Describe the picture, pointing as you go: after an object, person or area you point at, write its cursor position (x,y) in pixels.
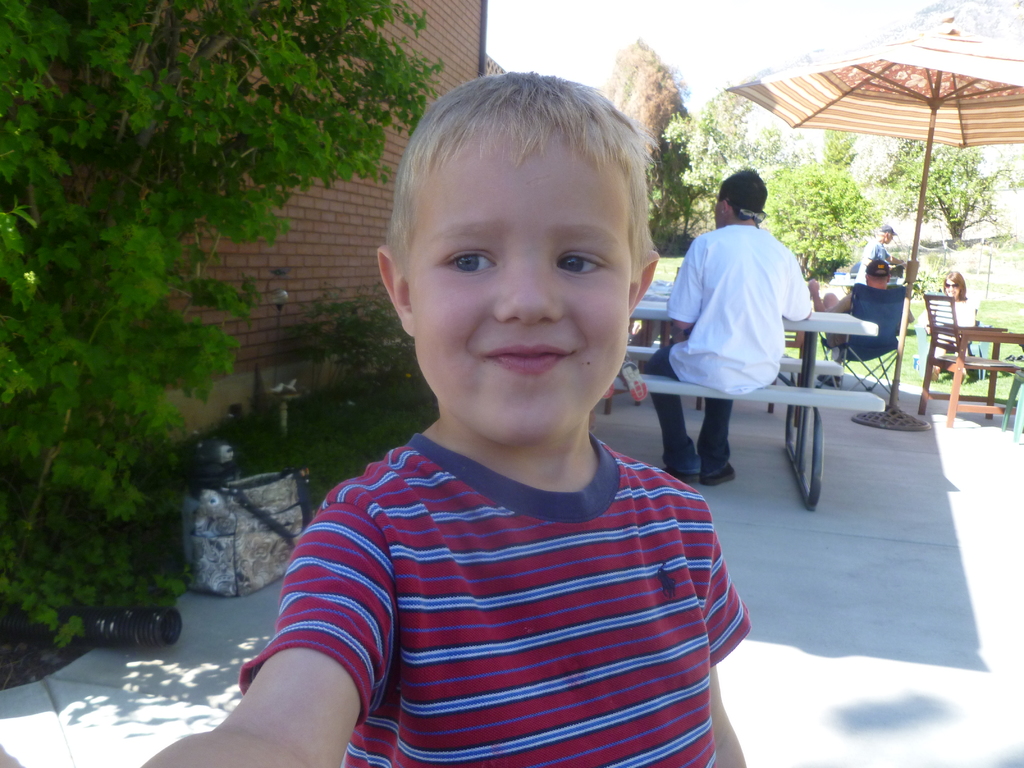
In this picture there is a boy (456,453) who is wearing t-shirt (463,598) and he is smiling. Behind him there is a man (742,312) who is sitting on the bench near to the table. On the right (955,300) there are two persons (969,301) were sitting on the chair (881,314) under the umbrella (917,269). In the background (88,161) I can see the building (288,378), trees (964,222), plants (124,365) and grass (974,253). On the left (194,455) I can see some bags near to the wall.
